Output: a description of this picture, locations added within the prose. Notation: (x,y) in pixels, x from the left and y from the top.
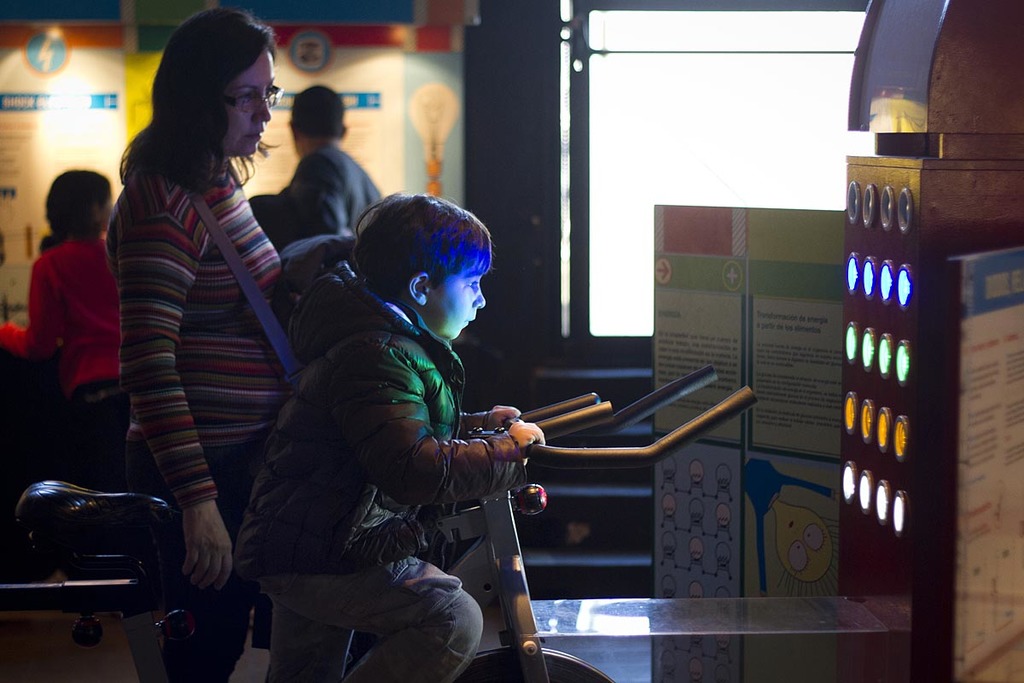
In this image I can see a child (430,282) holding something and woman (224,203) is wearing bag (200,208). In front (969,227) I can see a machine (958,315) and board (764,286). Back Side I can see few people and window (600,73).
